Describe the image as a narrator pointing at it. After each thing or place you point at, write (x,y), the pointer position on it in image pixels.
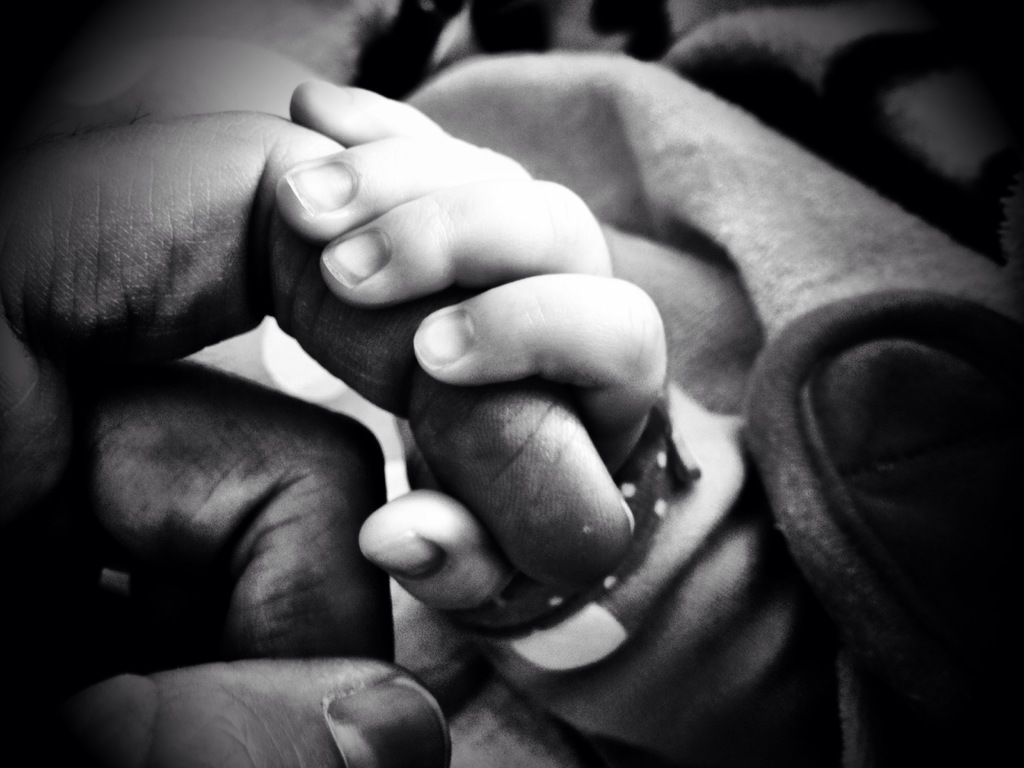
In the picture we can see a person's hand (26,231) and a baby hand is holding a finger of the person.
